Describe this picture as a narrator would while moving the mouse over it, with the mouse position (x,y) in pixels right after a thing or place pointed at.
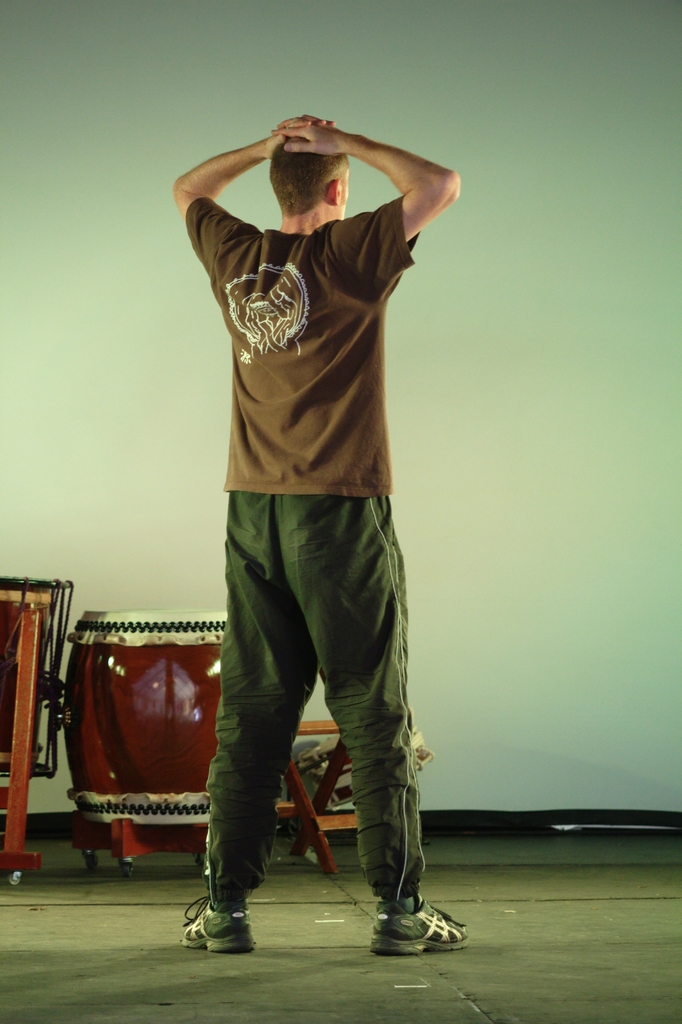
In this image I can see a person (252,544) standing with the shoes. In front of him there are the musical instruments (195,739) and the wall (468,296).
